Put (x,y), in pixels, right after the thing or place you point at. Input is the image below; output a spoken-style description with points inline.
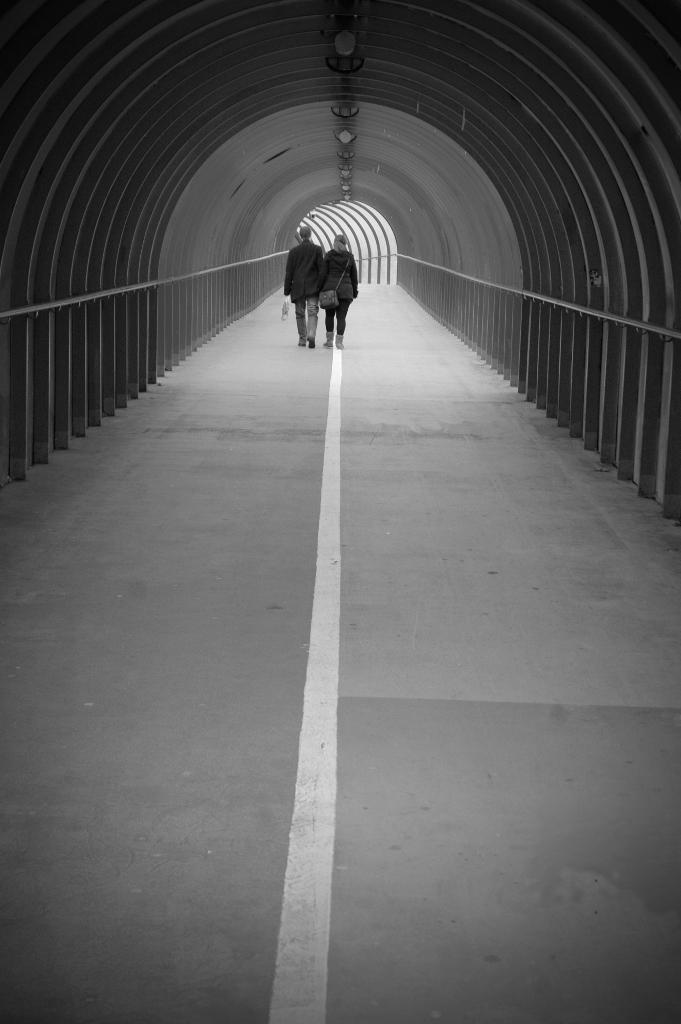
In this image there is a couple (323,263) who are walking on the road (269,362). They are inside the tunnel (285,202). It is the black and white image.
